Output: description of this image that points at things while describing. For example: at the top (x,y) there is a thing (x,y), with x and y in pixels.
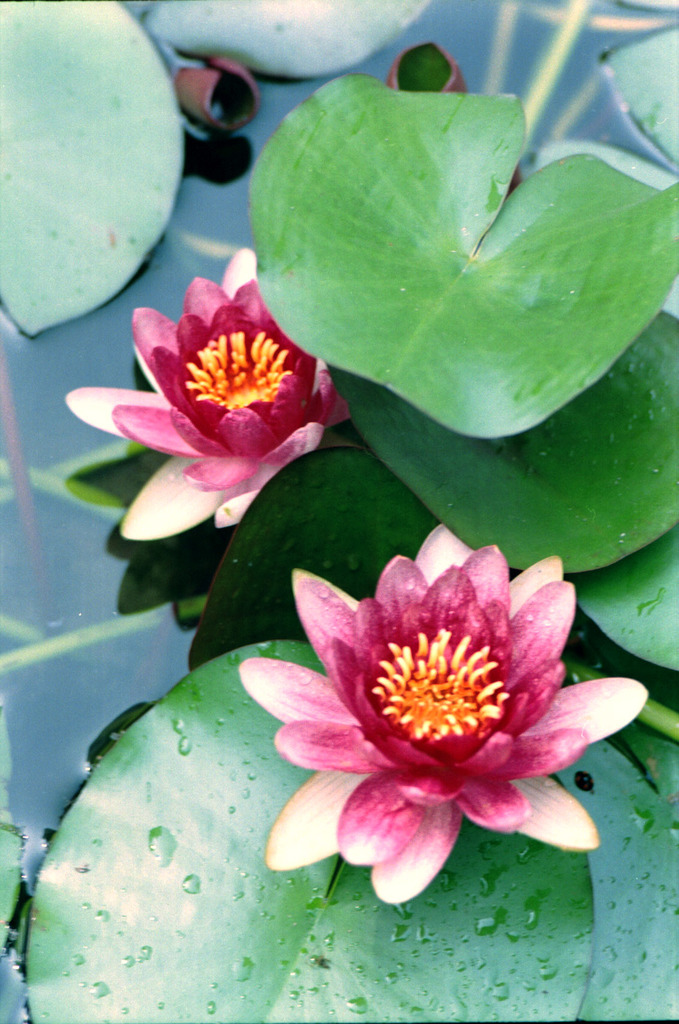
In this picture I can see that there are some lotus flowers (411,741) in a pond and there are some leaves (374,436).
